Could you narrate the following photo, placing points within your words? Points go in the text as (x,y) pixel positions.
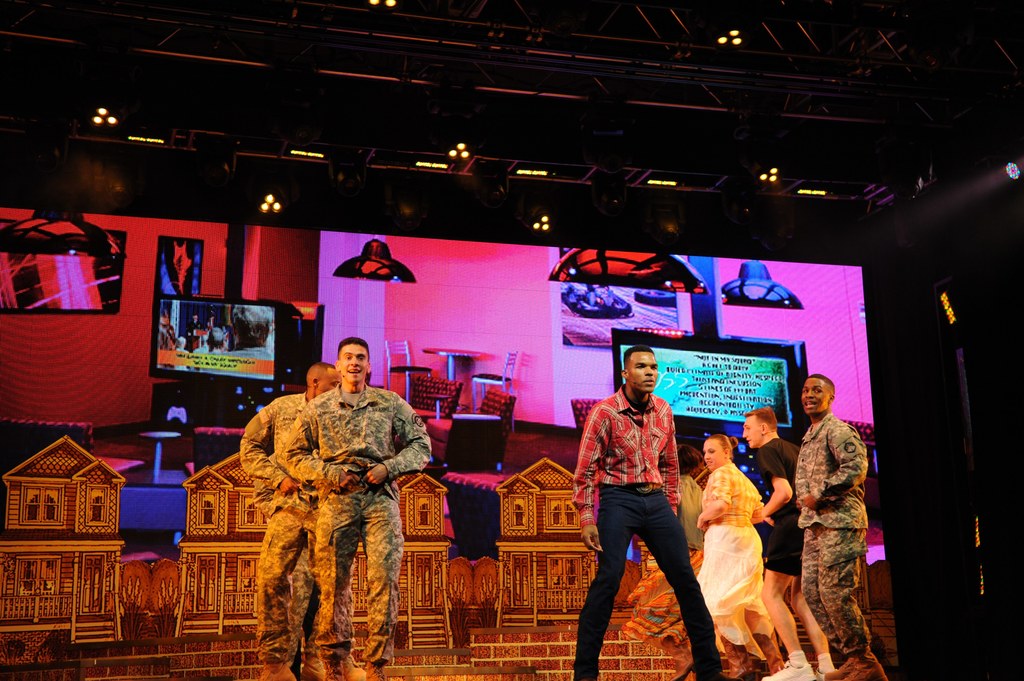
In this picture i can see a group of people (421,447) among them few are wearing uniforms (378,515). In the background (332,320) i can see screen (376,379) and lights (405,216) on the ceiling (518,225).
